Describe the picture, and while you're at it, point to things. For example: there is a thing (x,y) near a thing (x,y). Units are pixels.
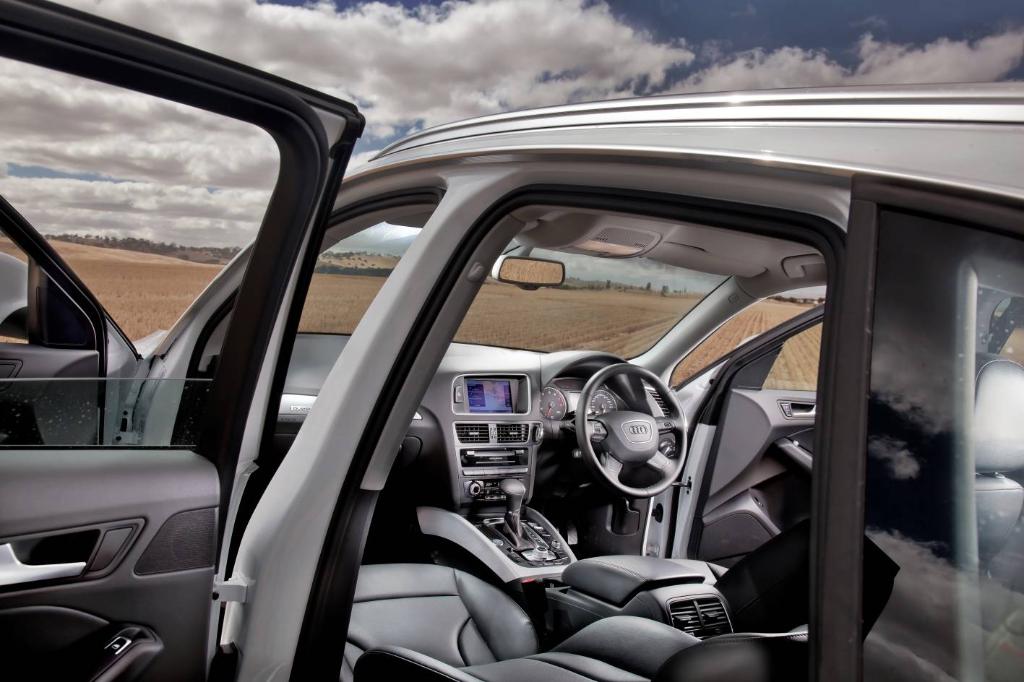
Picture of a vehicle (822,645). In this picture we can see steering (592,432), windshield (540,306), mirror (548,273), gear (520,509) and music player (483,412). Background (394,73) we can see cloudy sky (550,63).
